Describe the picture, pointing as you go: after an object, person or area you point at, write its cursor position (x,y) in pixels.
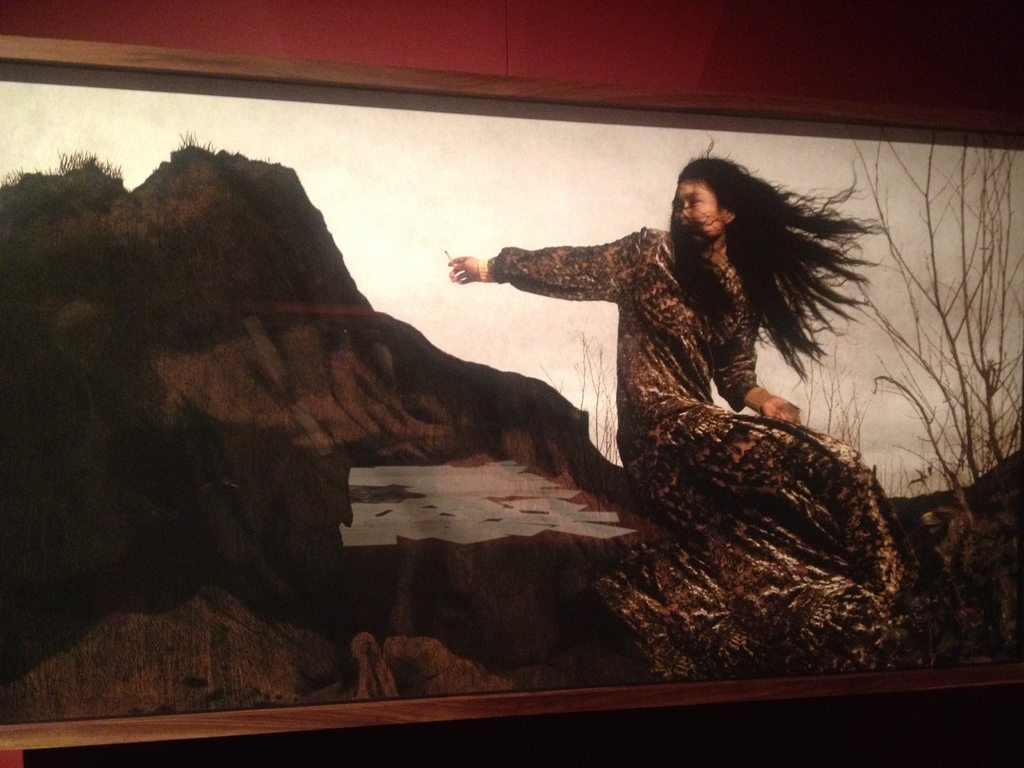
In this image I can see a photo frame (639,451) and on it I can see a woman (721,358) and few trees (827,385).
